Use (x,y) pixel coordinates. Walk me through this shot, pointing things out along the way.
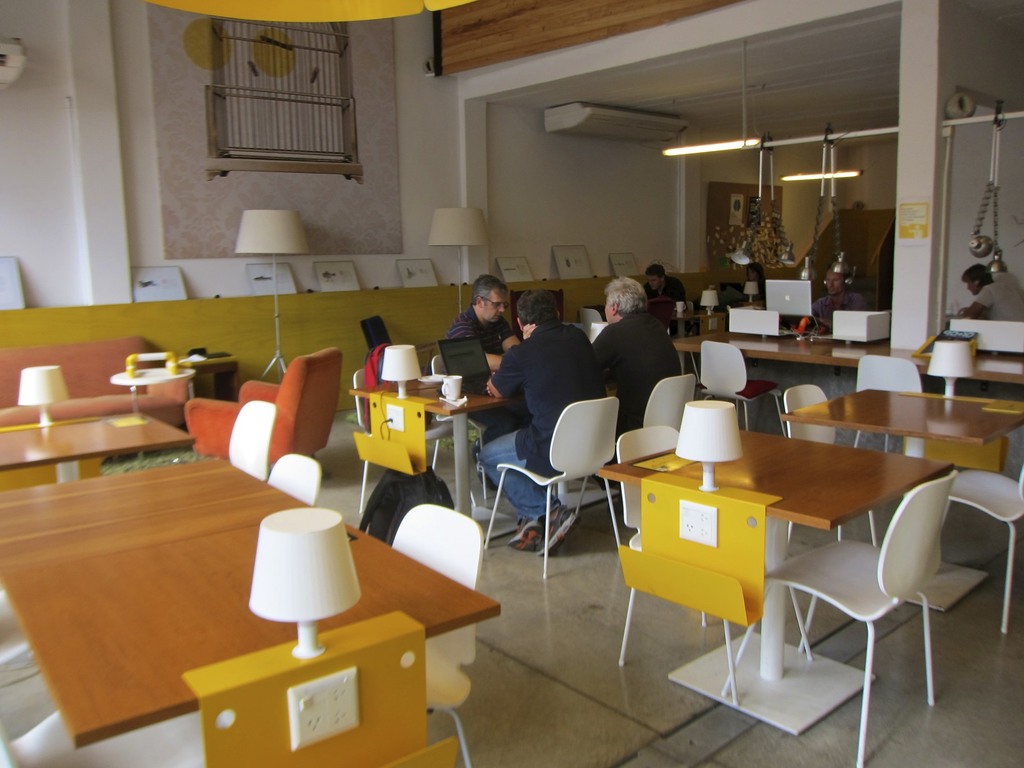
This picture shows few people (627,422) seated on the chairs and we see few chairs (546,479) and tables (681,476) with table lamps (25,391) and we see couple of them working on laptops (795,287) on their tables (791,349) and we see a sofa (177,396) and a painting (206,187) on the wall (146,46) and we see photo frames (623,260).
